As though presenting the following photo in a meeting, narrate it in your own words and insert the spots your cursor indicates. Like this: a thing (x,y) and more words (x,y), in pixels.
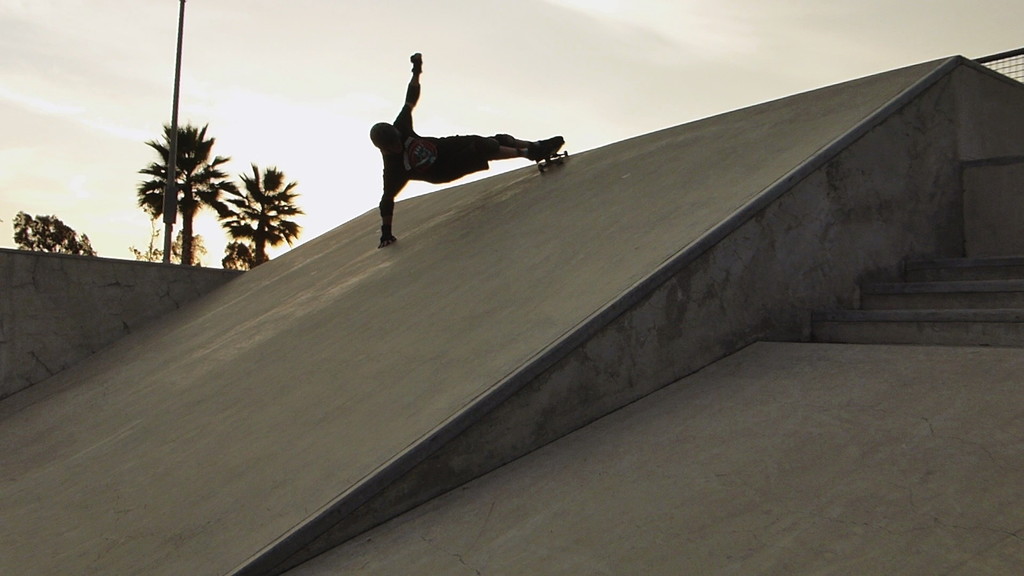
In this image we can see a person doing skating on an inclined surface (427,203). Behind the person (432,180) we can see a wall (168,268), trees (267,230) and a pole (166,221). On the right side (945,332), we can see the stairs (947,316). At the top (632,23) we can see the sky (511,76).
